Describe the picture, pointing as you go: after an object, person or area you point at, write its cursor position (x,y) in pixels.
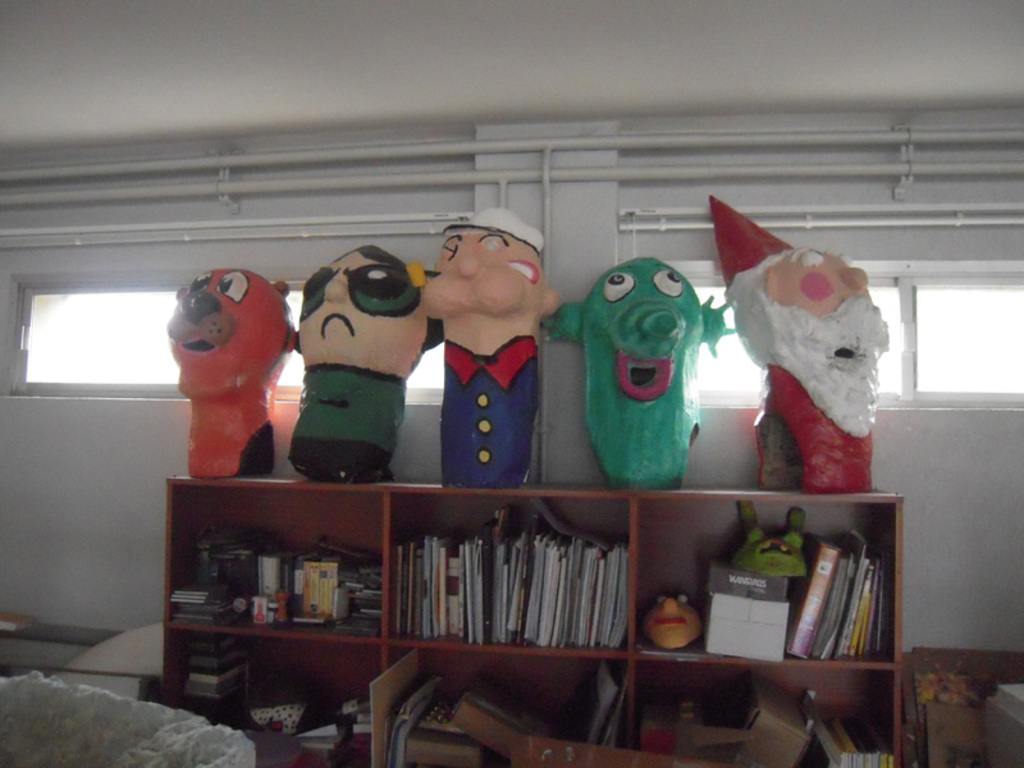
There is a cupboard (644,581). Inside the cupboard (387,578) there are books (616,634), masks (766,544) and many other items (769,698). On the cupboard (405,538) there are some toys (361,344). In the back (267,273) there is a wall (294,207) with pipes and windows (961,314).
